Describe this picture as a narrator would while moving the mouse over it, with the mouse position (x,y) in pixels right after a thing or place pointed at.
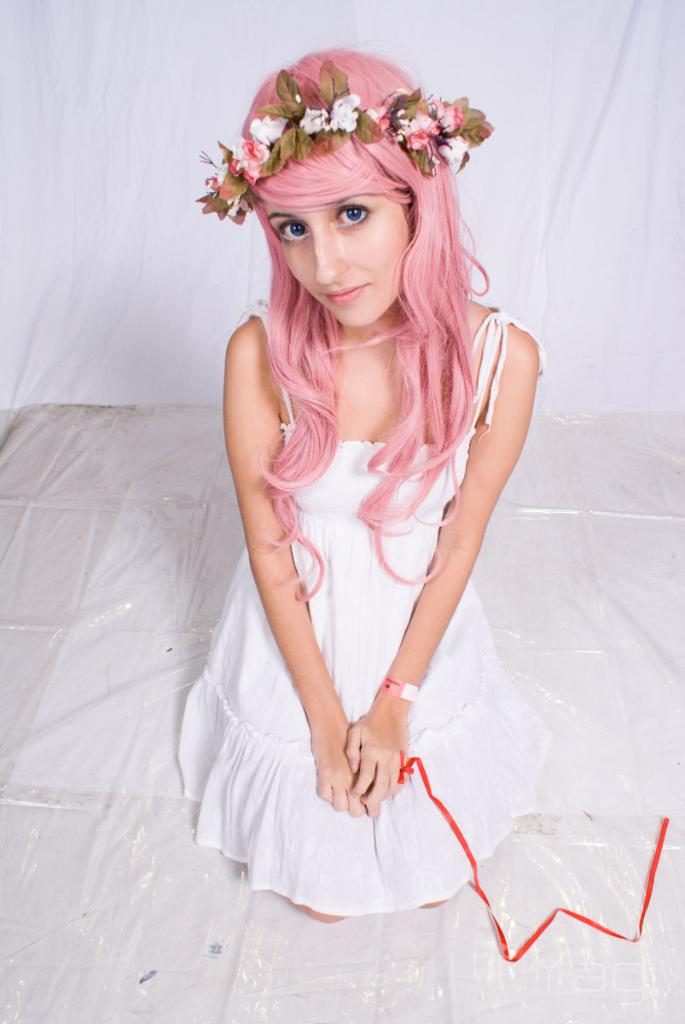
In front of the image there is a person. Behind her there is a curtain (657,267).
